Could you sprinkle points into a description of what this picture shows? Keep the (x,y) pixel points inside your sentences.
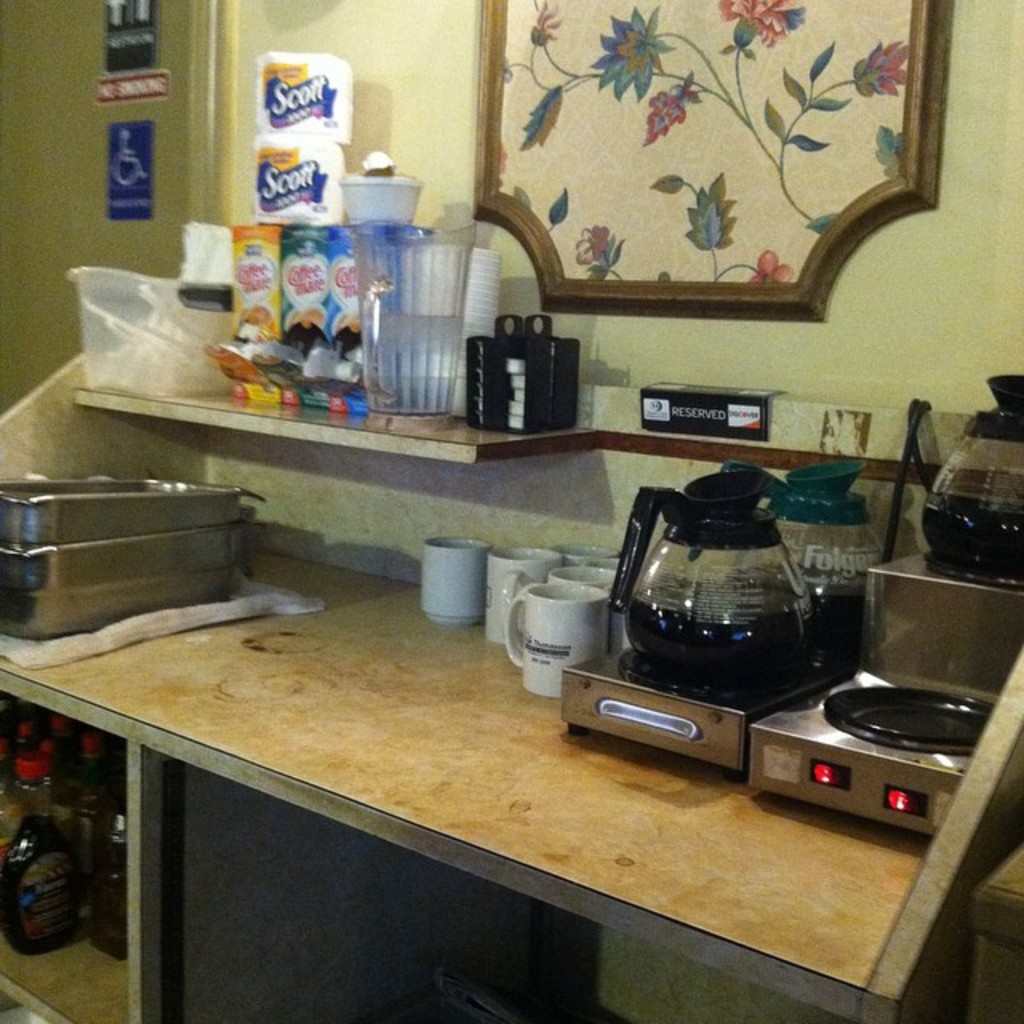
On the kitchen platform (962,830) we can see the stoves (952,744). We can see a jar (851,619) kept on the stove (790,694). Beside to the stove (596,679) we can see cups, containers (209,511) and on the rack (255,417) we can see a jars (414,405), few objects (296,310) and a container (220,334). At the bottom (25,860) we can see the bottles (53,812) placed in the rack (131,976). In the background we can see the designed wall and few sign boards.
